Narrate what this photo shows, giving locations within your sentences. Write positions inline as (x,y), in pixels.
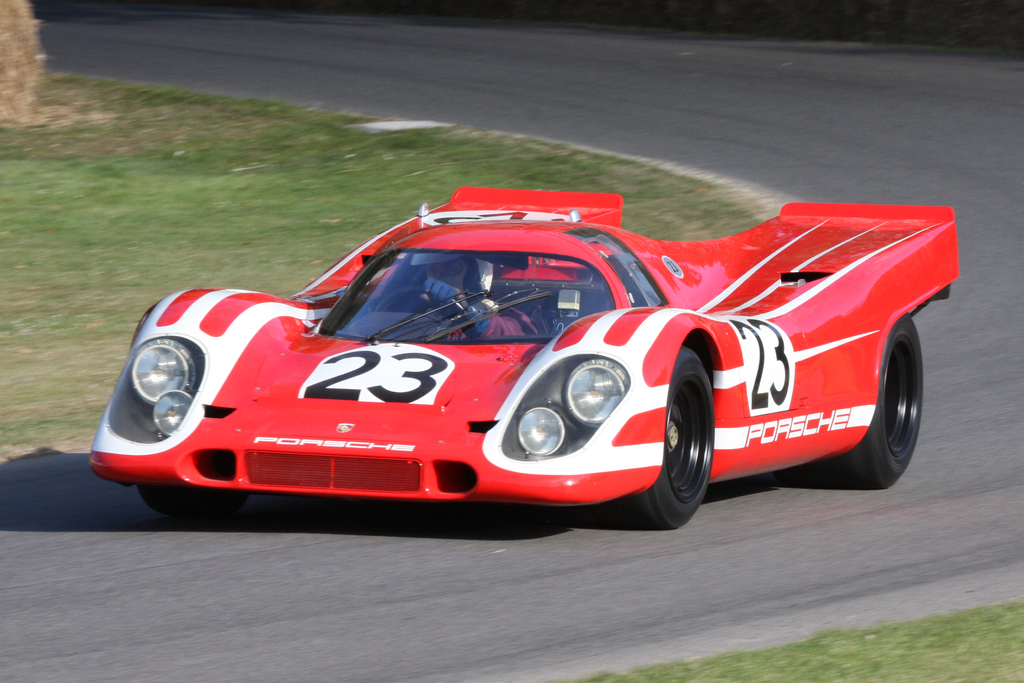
In this image I can see the vehicle (595,418) on the road (835,548). I can see the person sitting inside the vehicle (647,476). I can see the vehicle (647,476) is in red, white and black color. On both sides of the road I can see the grass (415,215).
